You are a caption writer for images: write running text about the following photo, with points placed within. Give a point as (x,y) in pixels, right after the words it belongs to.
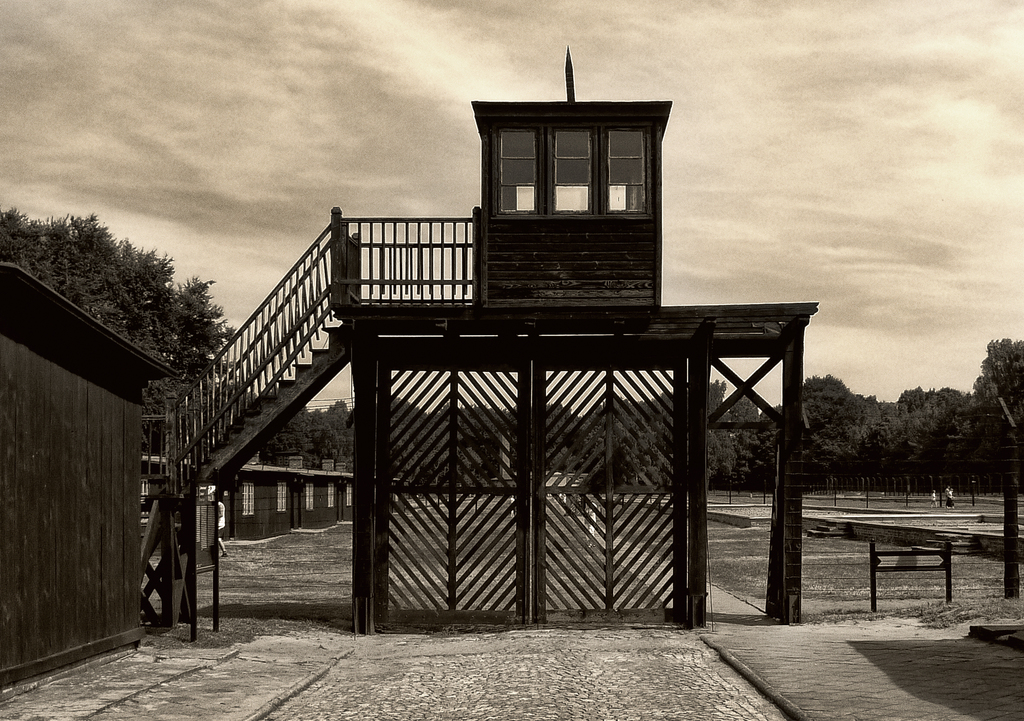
In this image there is a entrance gate (488,371), steps (247,368), and there is a small room (538,259) visible at the top of the gate (407,324), on the left side (75,250) there is a tree (48,239), fence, on the right side (1006,575) there are some people's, poles (781,491), at the top (79,189) there is the sky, in the middle (647,443) there are houses (236,500) and trees (820,385) visible.
